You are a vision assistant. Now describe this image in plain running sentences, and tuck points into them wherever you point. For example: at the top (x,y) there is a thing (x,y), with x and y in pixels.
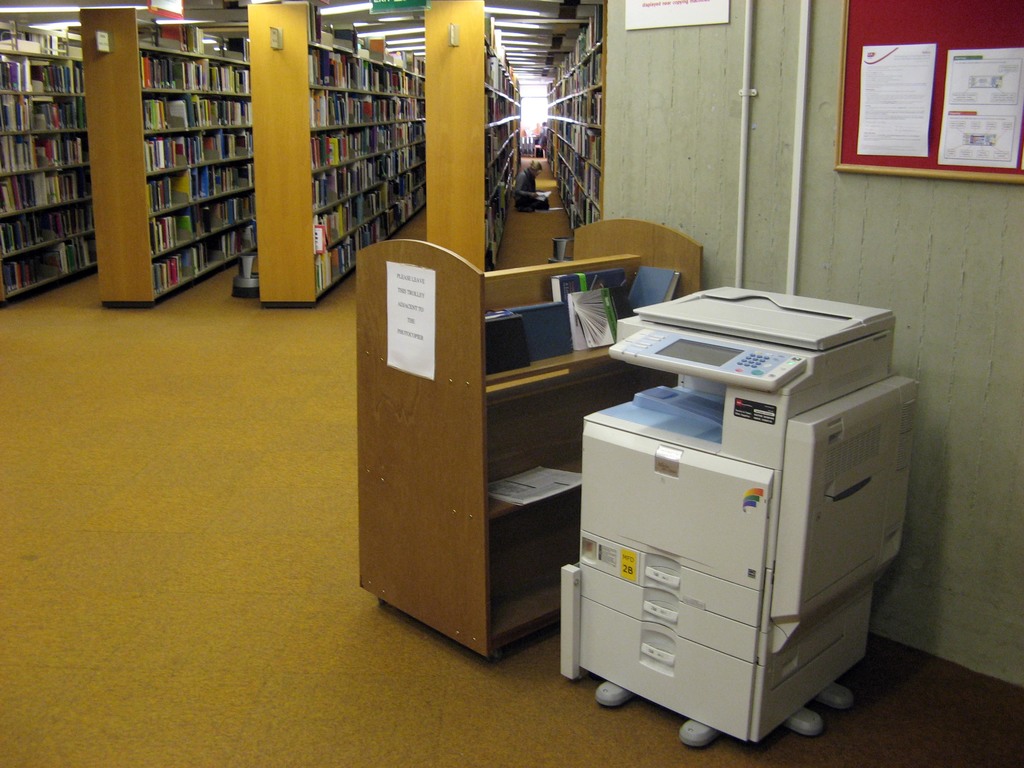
In this image in the center (656,482) there is a xerox machine (740,488) and there is a table (521,367). On the right side of the wall (713,142) there is a frame (941,121) and in the center (343,271) there are shelves (460,160) with the books (156,138) and there is a person (528,189) sitting on the floor (545,184).
